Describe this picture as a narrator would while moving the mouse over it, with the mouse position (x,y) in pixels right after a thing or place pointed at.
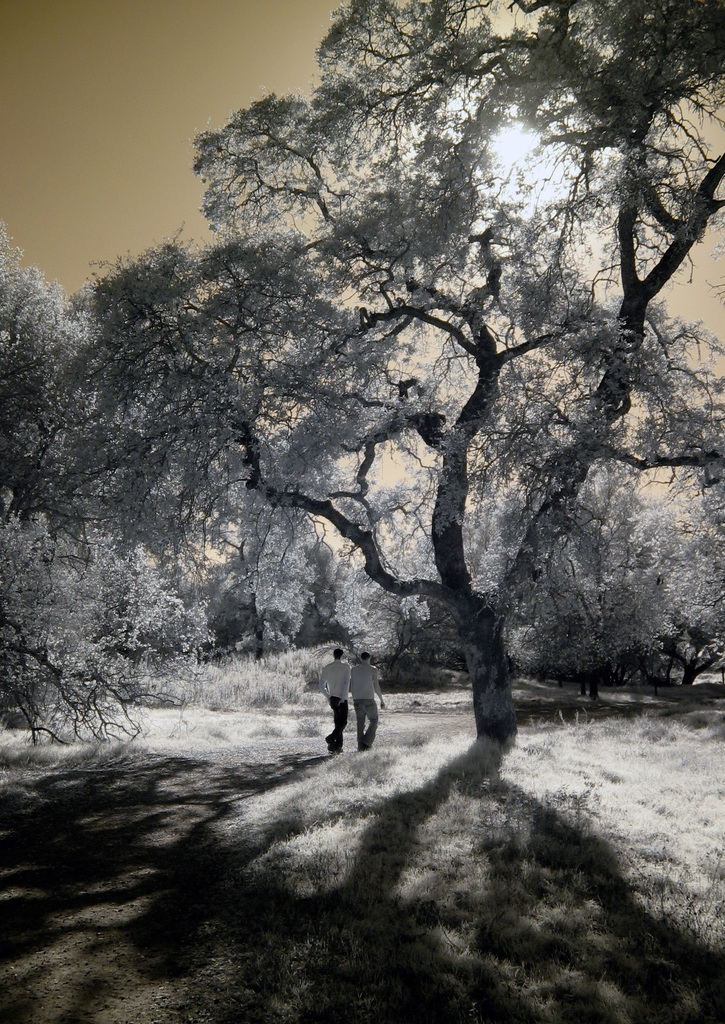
In this picture there is a huge tree (496,477) seen in the image. On the bottom side (370,711) we can see two men (355,704) are walking. Above there is a brown sky (136,146).
